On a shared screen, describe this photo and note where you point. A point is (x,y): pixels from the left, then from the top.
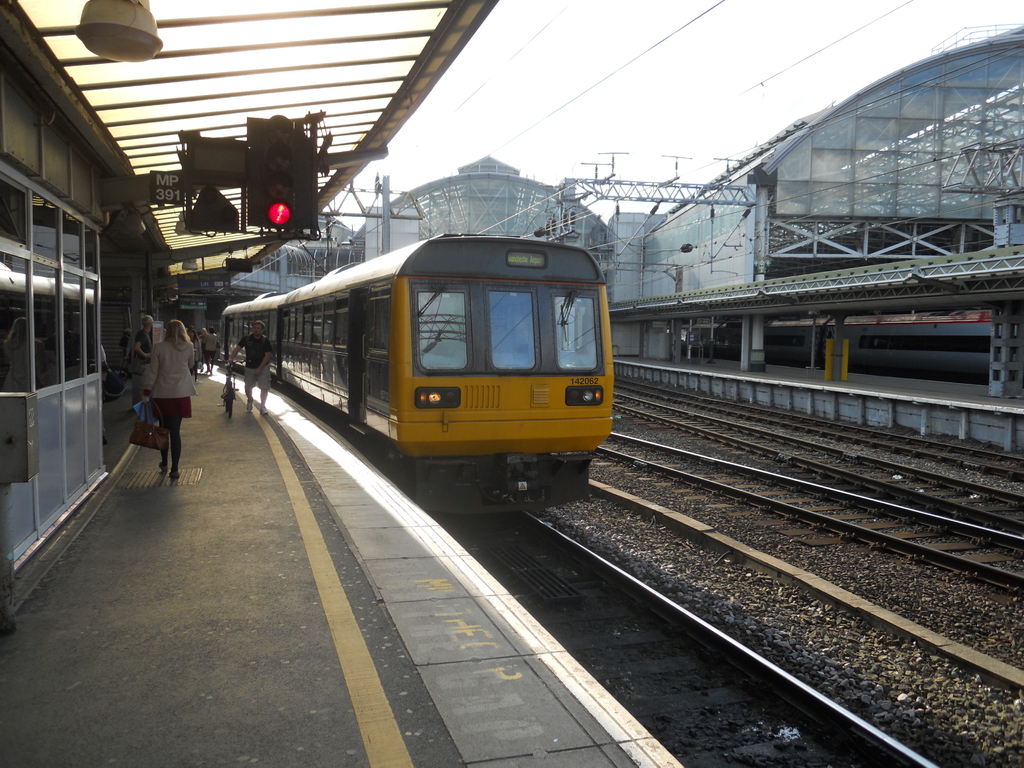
Here in this picture we can see a train (317,375) present on a railway track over there and beside that we can also see other tracks (747,464) present and on the left side (338,491) we can see platform (334,549) covered with a roof (48,34) and on that we can see people (185,368) walking over there and we can also see signal lights (264,179) present and we can see sheds (579,239) all over there and we can also see electrical poles (578,207) present here and there.
